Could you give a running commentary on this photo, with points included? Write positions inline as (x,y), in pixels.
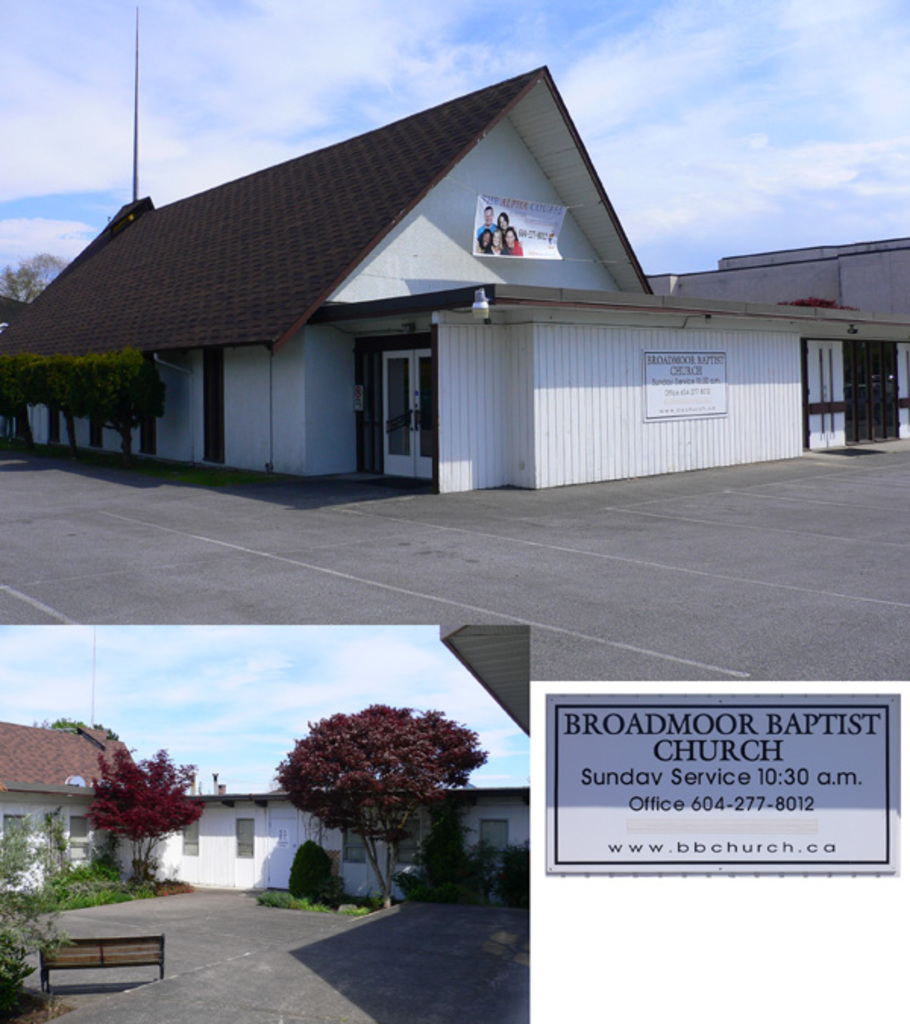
In this picture I can observe three images. In two images I can observe houses (221,798) and trees (122,779). In the third image I can observe a board (686,834) which is in grey color. There is some text (676,780) on the board (695,788). I can observe a sky (221,677) in the background (242,135) in two images.
